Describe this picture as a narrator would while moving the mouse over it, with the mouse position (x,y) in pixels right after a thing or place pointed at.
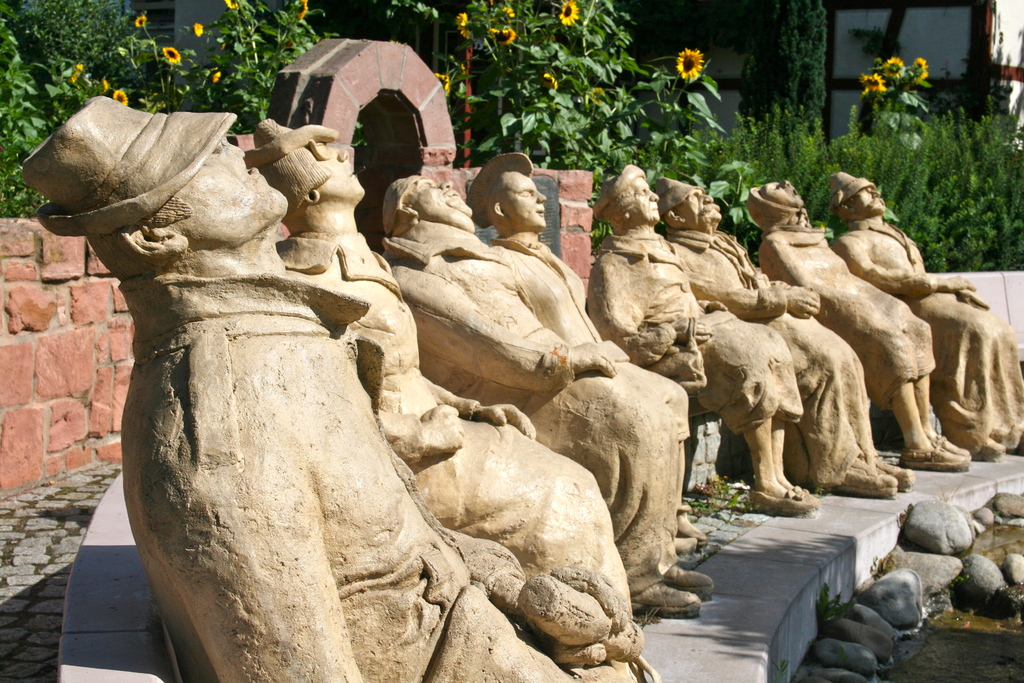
In this picture I can see statues (396,471) of people (687,324), there are stones (916,553), water (1002,551), sunflowers (615,61), plants (599,122) and there is a wall (380,232).
